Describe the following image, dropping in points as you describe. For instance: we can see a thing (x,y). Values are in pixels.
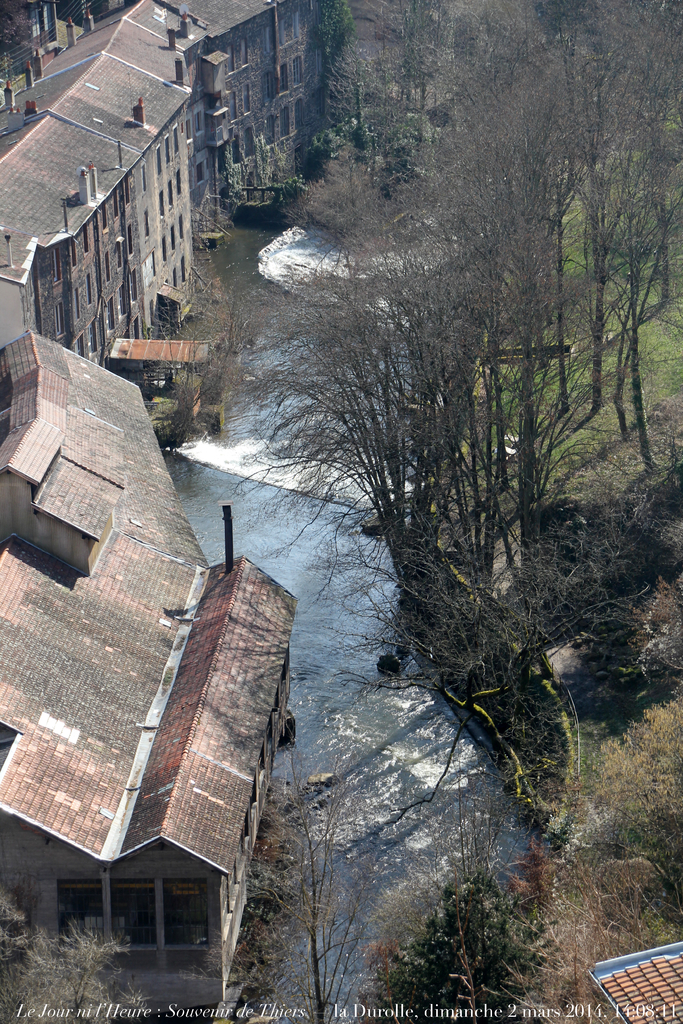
This picture shows few buildings (125,554) and we see water (419,798) and few trees (436,592) and we see grass (669,350) on the ground (584,714) and we see text (672,1012) at the bottom of the picture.
